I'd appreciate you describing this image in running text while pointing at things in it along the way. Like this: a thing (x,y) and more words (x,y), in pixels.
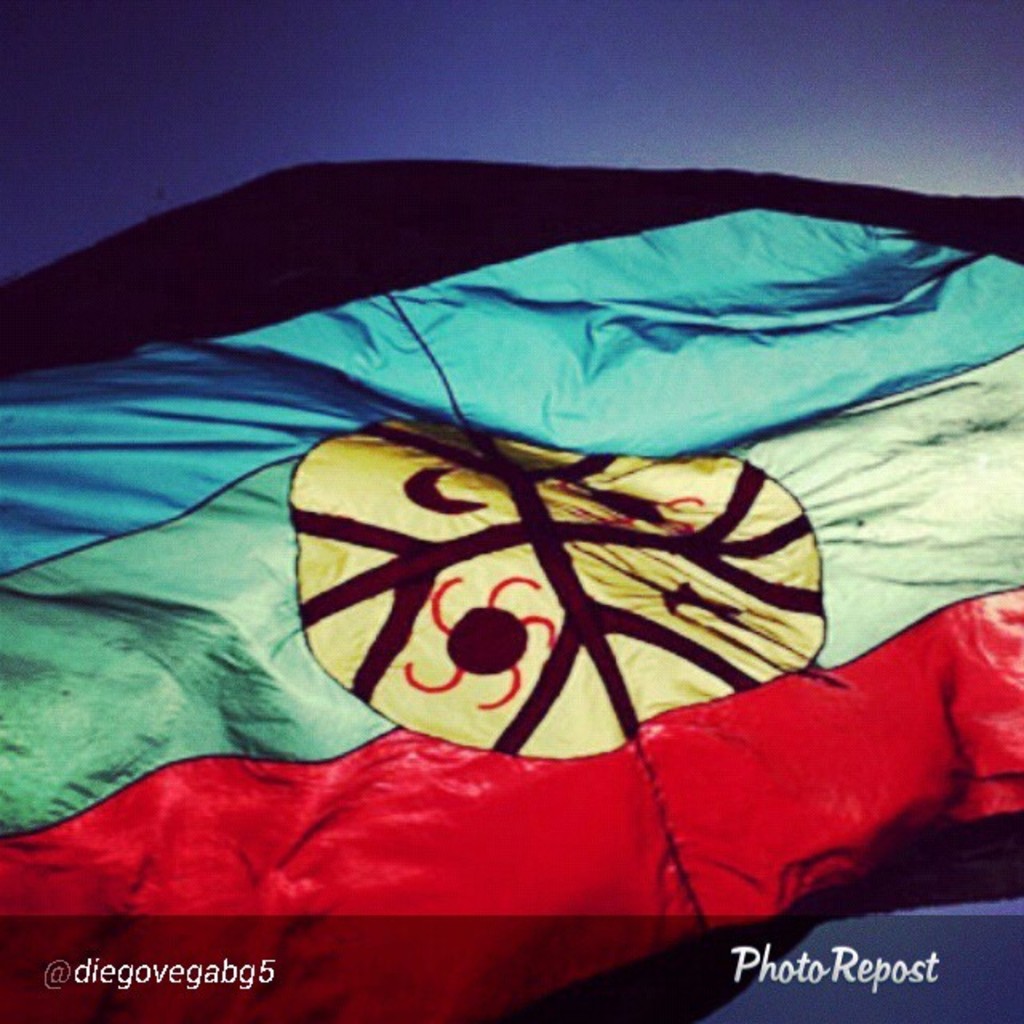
In this picture, we see a cloth (366,739) in black, red, green and yellow color. In the background (643,103), we see the sky (783,111), which is blue in color. This might be an edited image.
